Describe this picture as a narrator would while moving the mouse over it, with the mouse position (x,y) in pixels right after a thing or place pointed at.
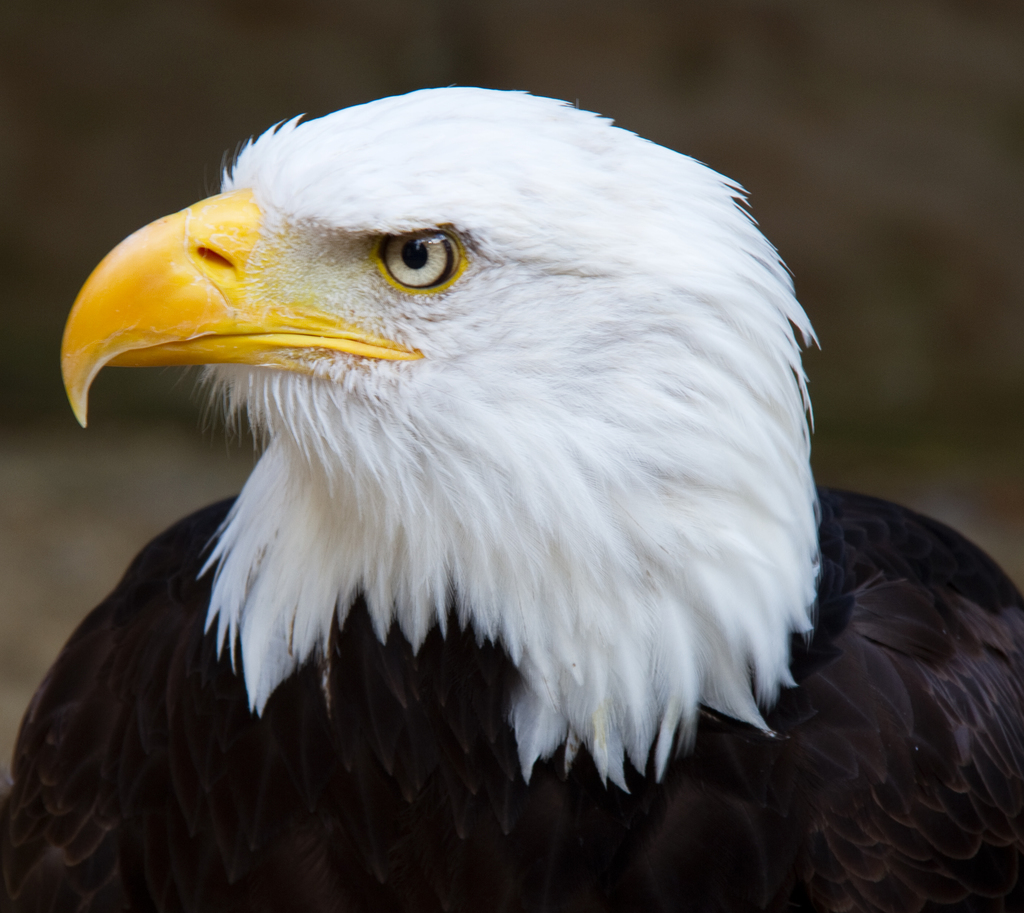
In this image, in the middle (362,462), we can see a bird (991,670). In the background (14,260), we can see brown color.
